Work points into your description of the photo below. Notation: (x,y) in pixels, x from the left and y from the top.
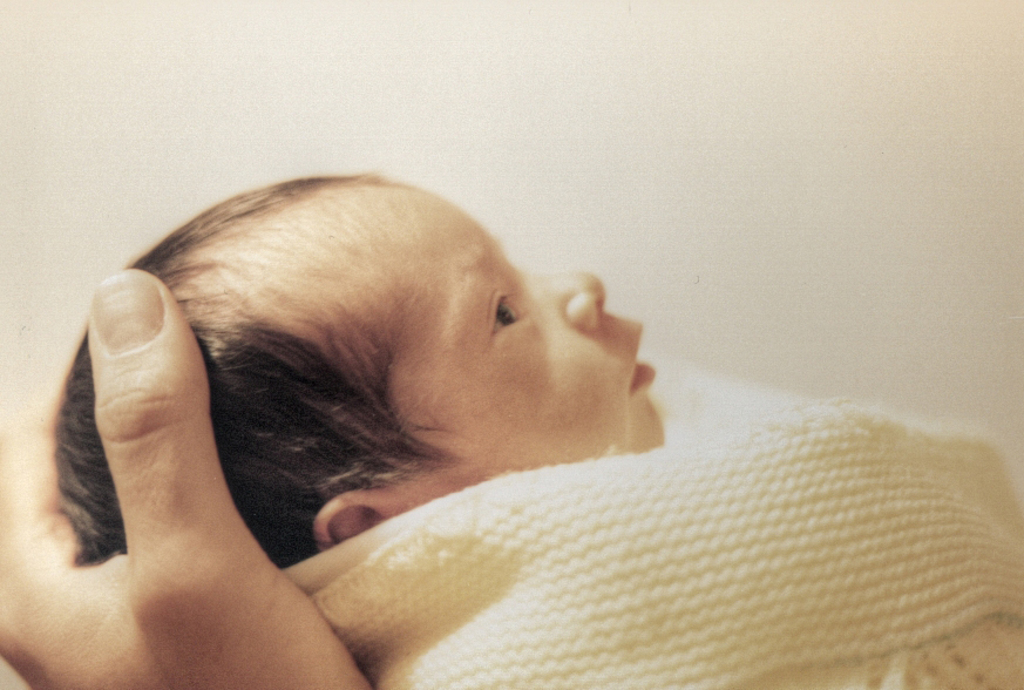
In this image we can see baby (442,346) in person's hand (163,430).
